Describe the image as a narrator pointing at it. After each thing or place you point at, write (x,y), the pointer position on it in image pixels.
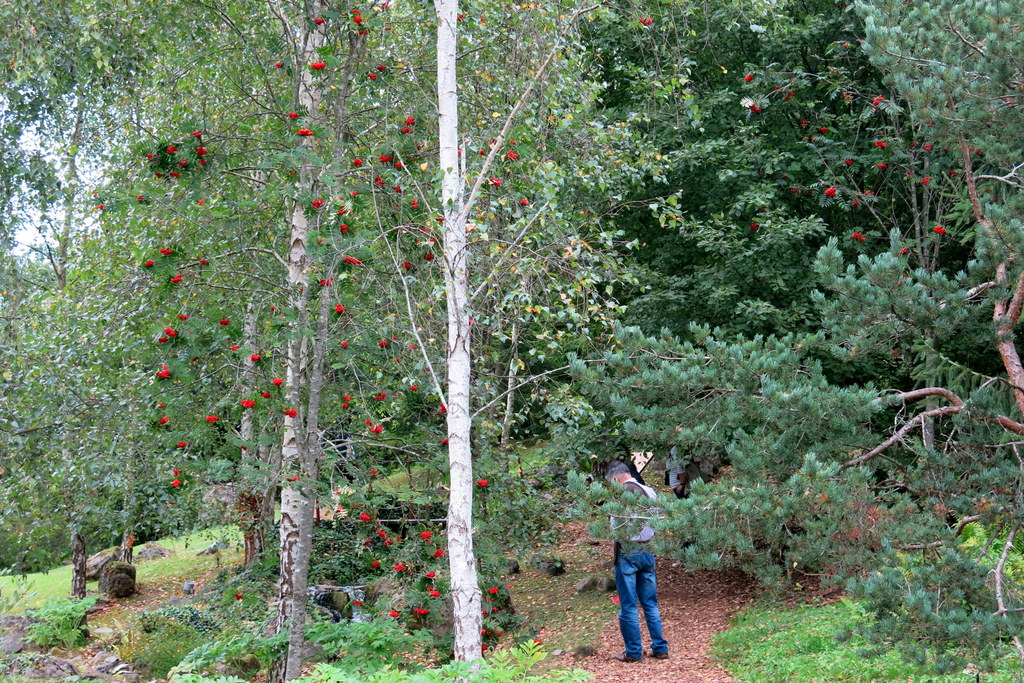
In this image there is a person (631,489) standing, around the person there are trees (549,297).
